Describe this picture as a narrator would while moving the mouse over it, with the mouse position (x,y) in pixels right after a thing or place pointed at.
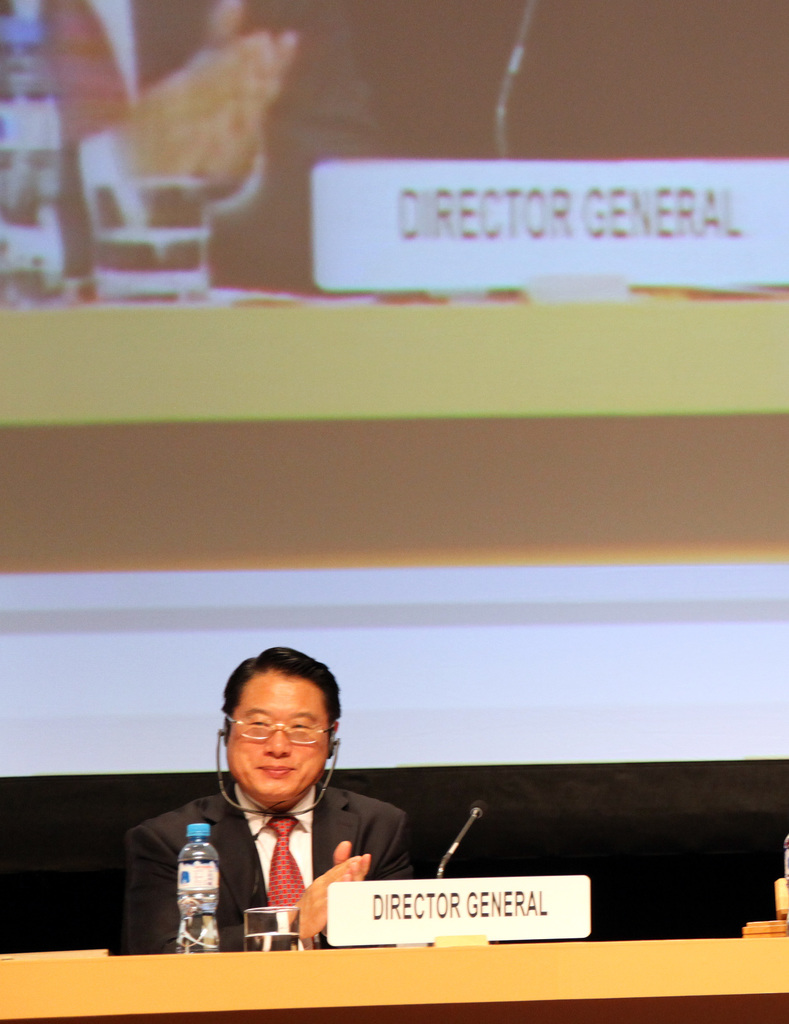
In this image we can see a man (331,692) and he is clapping. He is wearing a suit (322,861) and a tie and there is a smile on his face (290,707). Here we can see the table (169,991) at the bottom (760,969). Here we can see the name plate board (486,905), a microphone (463,842), a glass of water (280,941) and water bottle (195,906) are kept on the table (208,956). In the background (199,384), we can see the screen (326,13).
